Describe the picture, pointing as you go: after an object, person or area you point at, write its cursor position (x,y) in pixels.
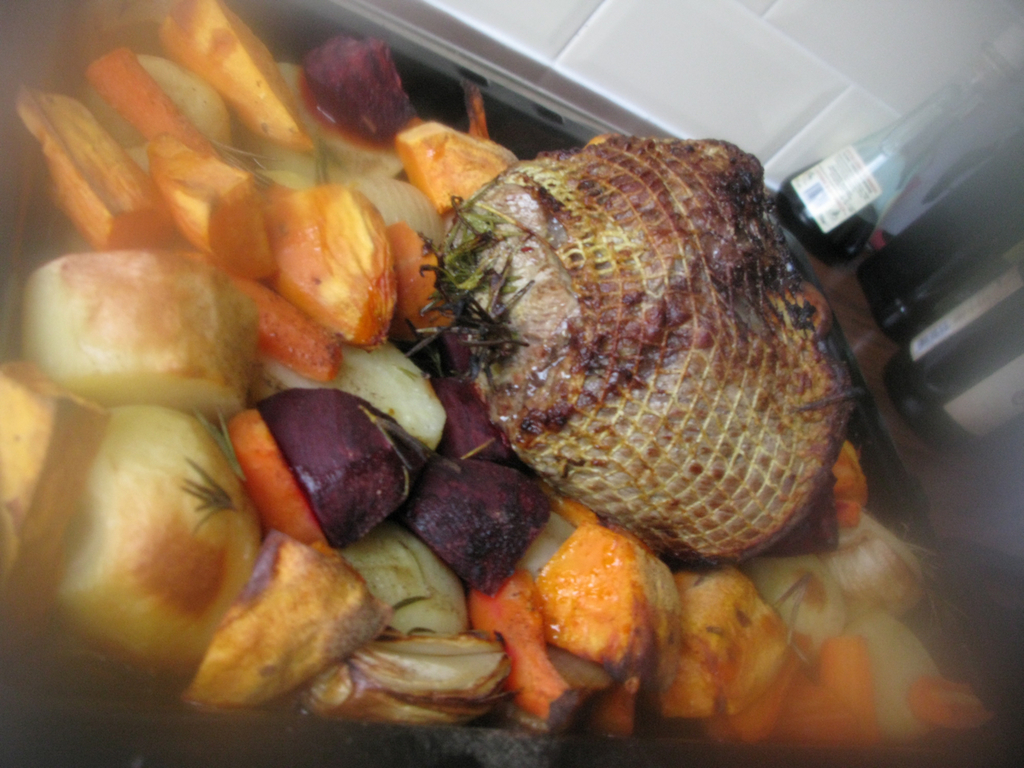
In the image there is a roast (673,217) with beetroot (360,519) and many veggies (376,227) in a tray (640,754) and there are some bottles (963,302) beside it on table (956,503), in front its a wall (793,86).
